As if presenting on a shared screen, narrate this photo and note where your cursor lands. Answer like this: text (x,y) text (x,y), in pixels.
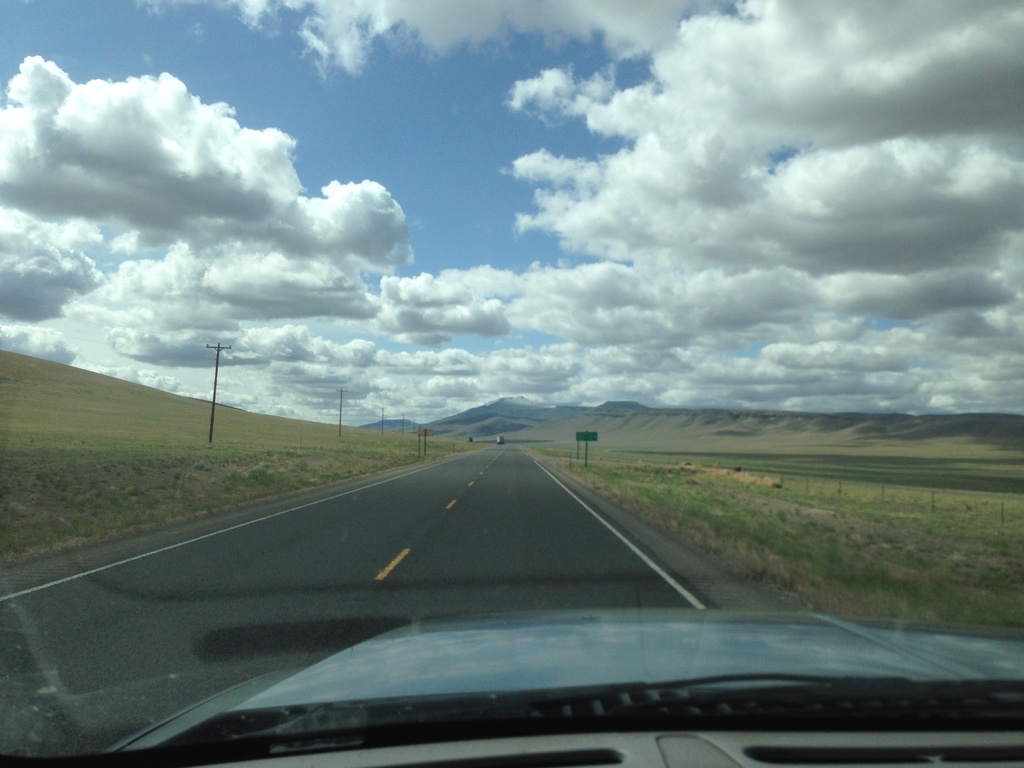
In this image there is the sky (510,164) towards the top of the image (368,239), there are clouds (624,235) in the sky (474,238), there are mountains (563,420), there is grass (719,464), there are poles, there is a board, there is road (492,469), there is a vehicle (541,696) towards the bottom of the image (579,705).
